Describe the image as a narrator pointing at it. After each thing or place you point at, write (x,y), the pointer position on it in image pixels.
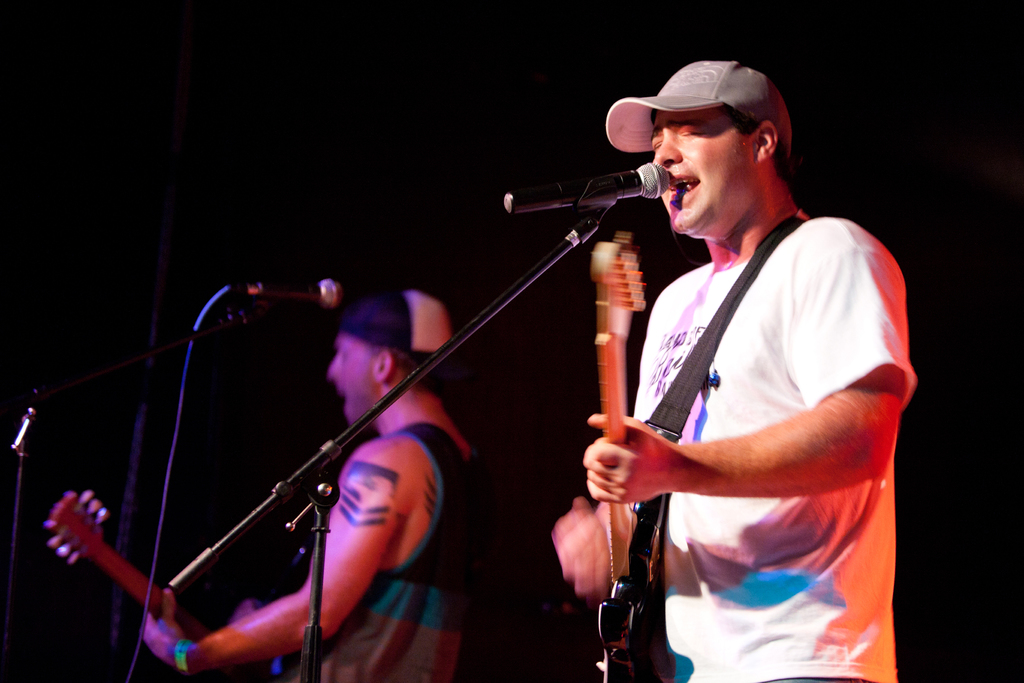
There are two people (408,495) standing and playing guitars (135,582). This is the mic (639,188) attached to the mike stand (325,492). And the background (559,82) looks dark.
